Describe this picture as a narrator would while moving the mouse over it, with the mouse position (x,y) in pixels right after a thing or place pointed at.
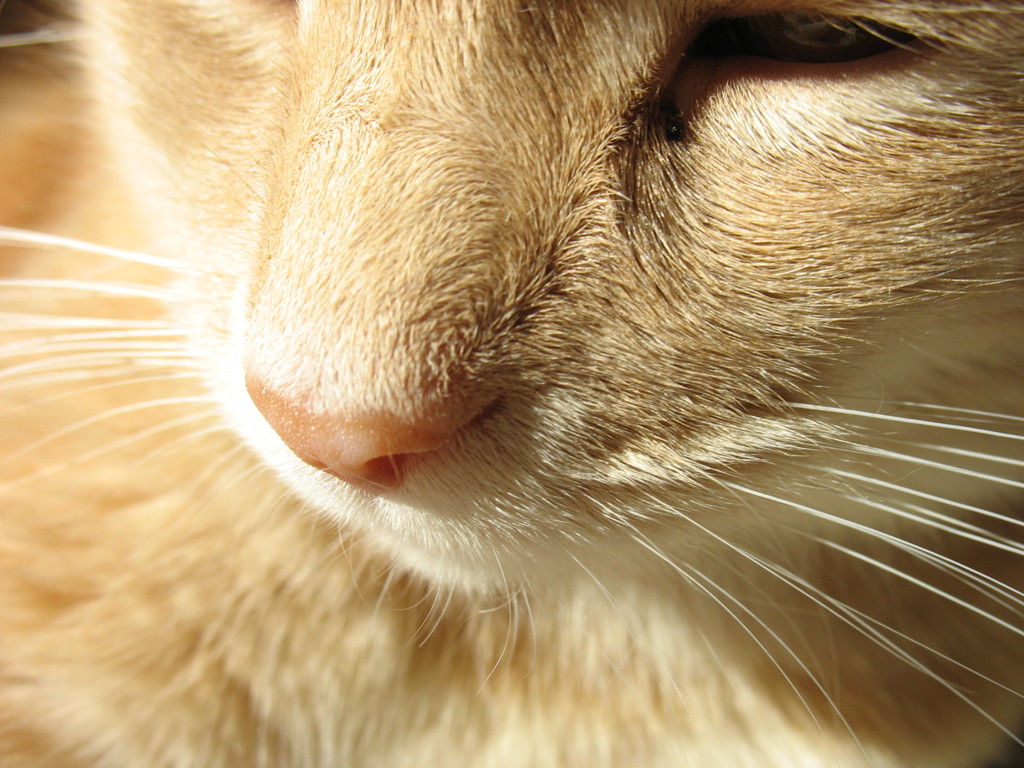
In this picture we can see an animal (770,7).
